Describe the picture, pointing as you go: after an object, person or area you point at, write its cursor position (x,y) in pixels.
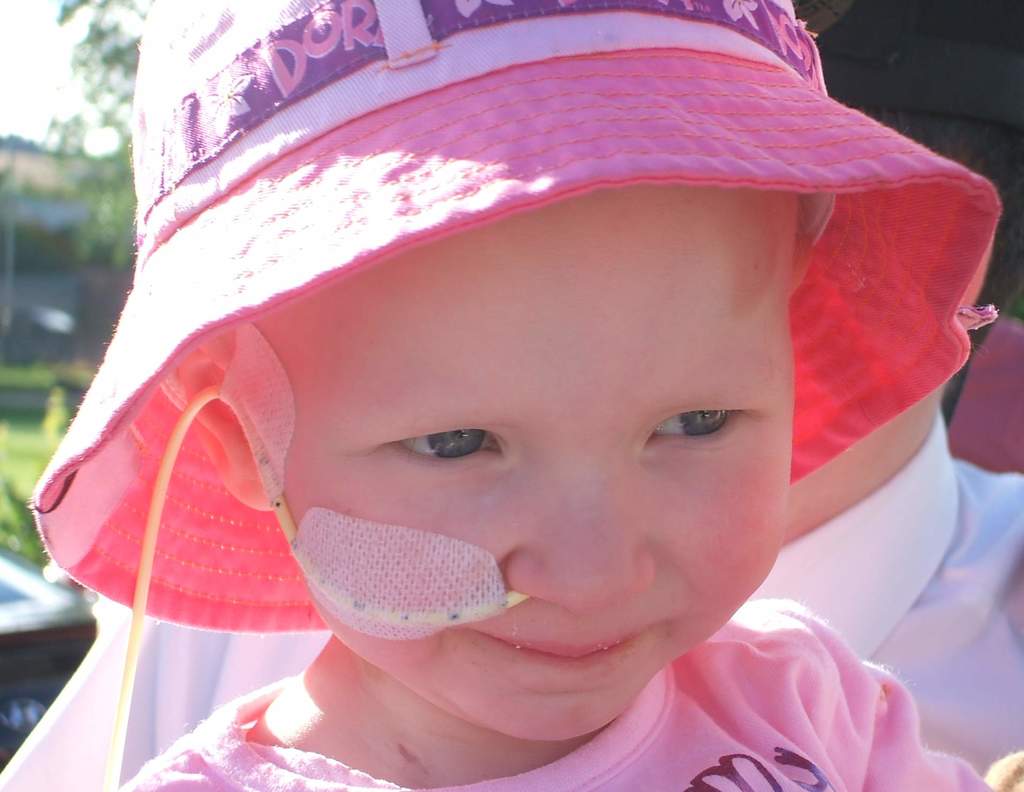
This picture shows a girl (330,424). She wore a cap (187,270) on her head (520,585) and we see a pipe (465,618) into her nostril (526,597) and we see a man (865,547) on the side and we see a tree (123,124) and grass (33,440) on the ground (44,454).
